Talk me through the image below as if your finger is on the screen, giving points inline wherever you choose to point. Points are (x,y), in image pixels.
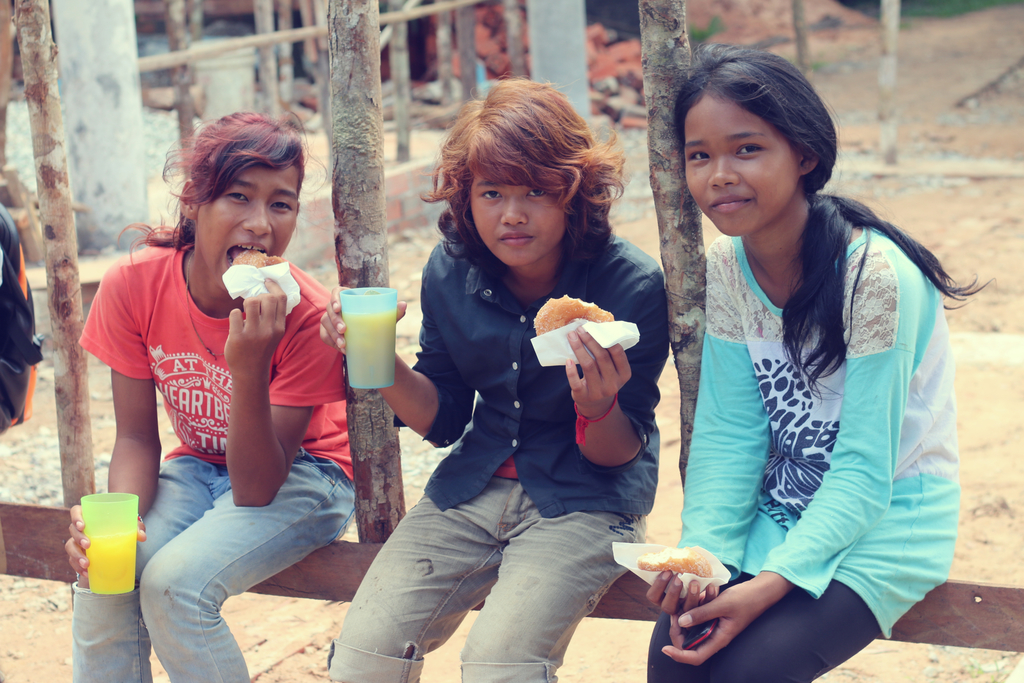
In this picture I can see few girls (571,379) holding some food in their hands (675,599) and I can see couple of them (312,443) holding glasses (131,525) in their hands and another woman (705,392) holding a mobile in her hand (754,603) and I can see few wooden sticks (451,68).
